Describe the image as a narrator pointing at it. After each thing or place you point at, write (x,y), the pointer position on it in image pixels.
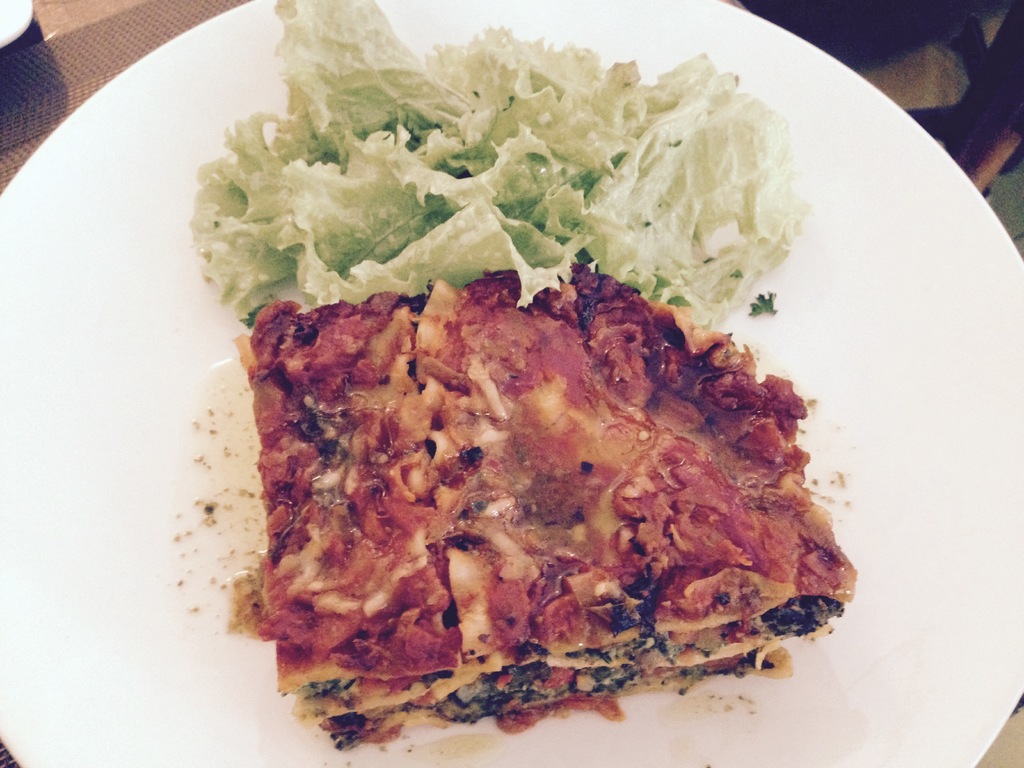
In this image we can see a white color plate (221,344) with some food (261,367) on the table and also we can see a chair (769,14).
